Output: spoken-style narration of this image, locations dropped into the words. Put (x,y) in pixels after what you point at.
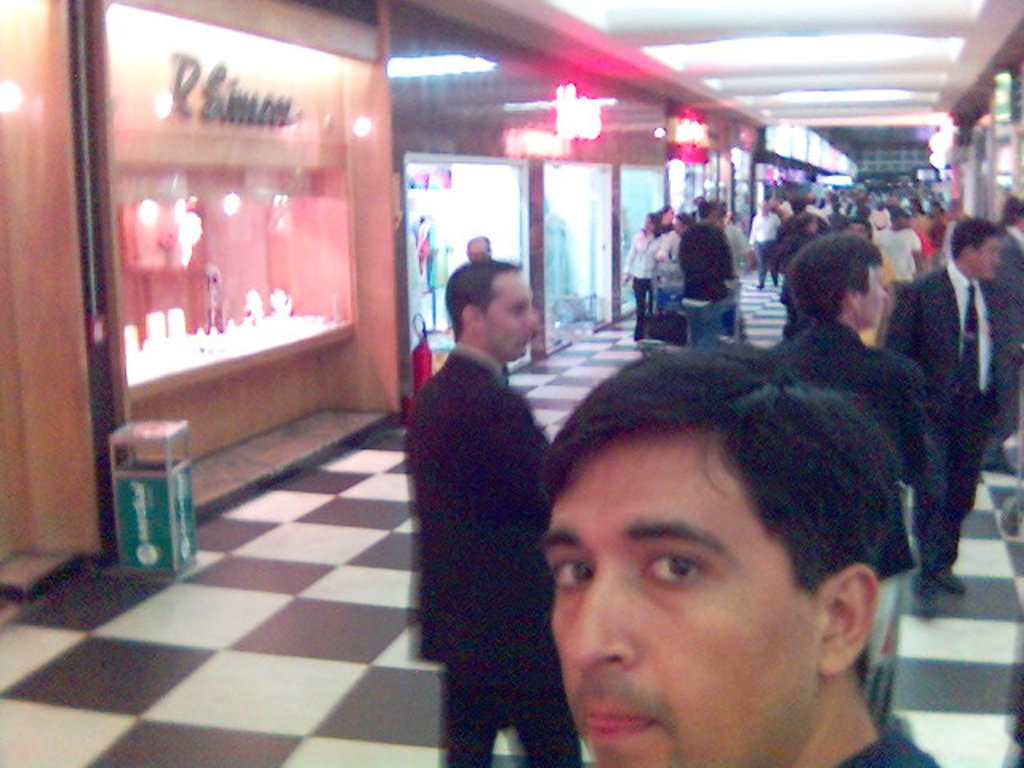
In this image we can see a group of people (914,303) standing on the ground (290,539), some persons (716,317) are holding a cart (683,308) with some bags (677,323). In the background (159,485), we can see fire extinguisher (421,375) and a box (180,553) placed on the ground (269,540), a group of buildings (106,188), some objects (260,314), sign boards (223,114) with text (213,100) and some lights (947,123).
